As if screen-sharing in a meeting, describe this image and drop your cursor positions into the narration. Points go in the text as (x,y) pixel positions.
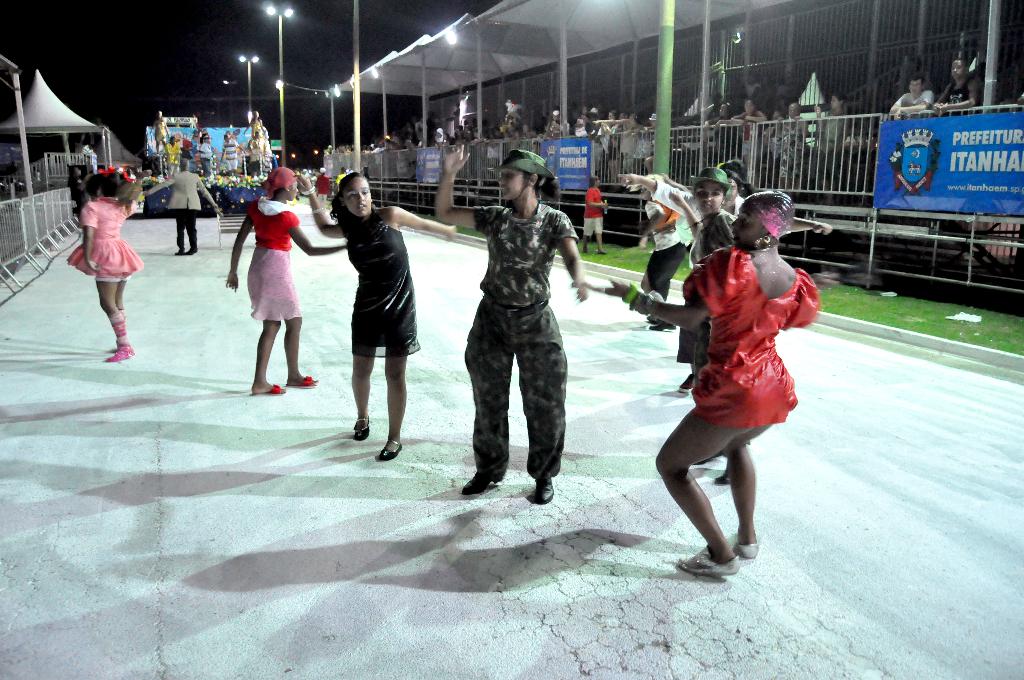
In this image I can see the group of people (489,431) with different color dresses (254,217). To the side I can see the railing (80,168) and many boards (578,184) attached to it. There are the light poles (358,64) and the shed (578,42) to the side. And there is a black background (313,57).
